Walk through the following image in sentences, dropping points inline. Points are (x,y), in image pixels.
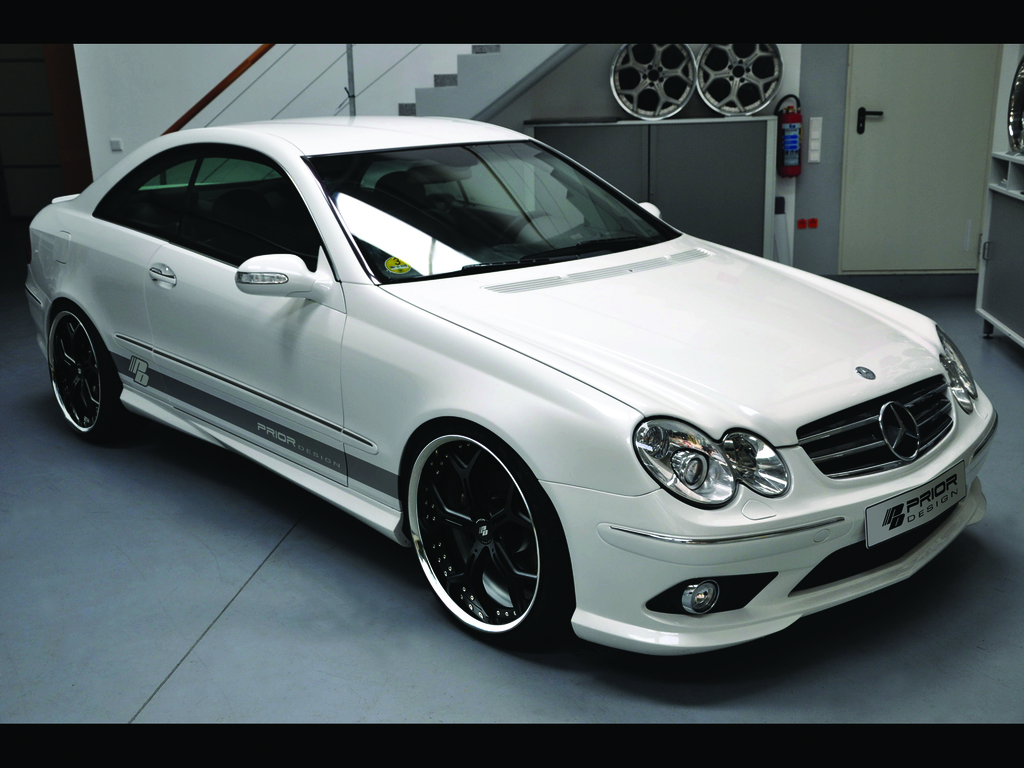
This picture seems to be an edited image with the borders (230,739). In the center (438,414) we can see a white color car (287,353) parked on the ground (262,611). In the background (852,104) we can see the staircase (500,57), handrail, door (910,84), cabinets (987,190) and some other objects (643,95).
